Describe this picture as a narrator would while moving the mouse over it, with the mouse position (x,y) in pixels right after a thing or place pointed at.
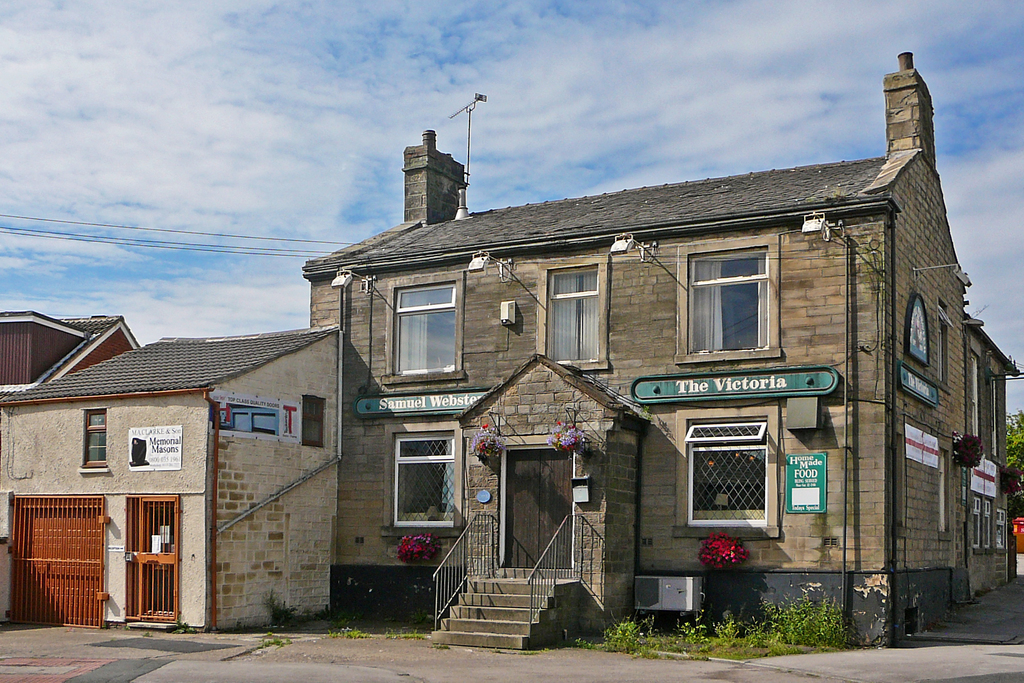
In this image I can see building (188,606), steps (472,597), windows (703,453) and the grass (739,622). In the background (525,117) I can see the sky (485,123).
